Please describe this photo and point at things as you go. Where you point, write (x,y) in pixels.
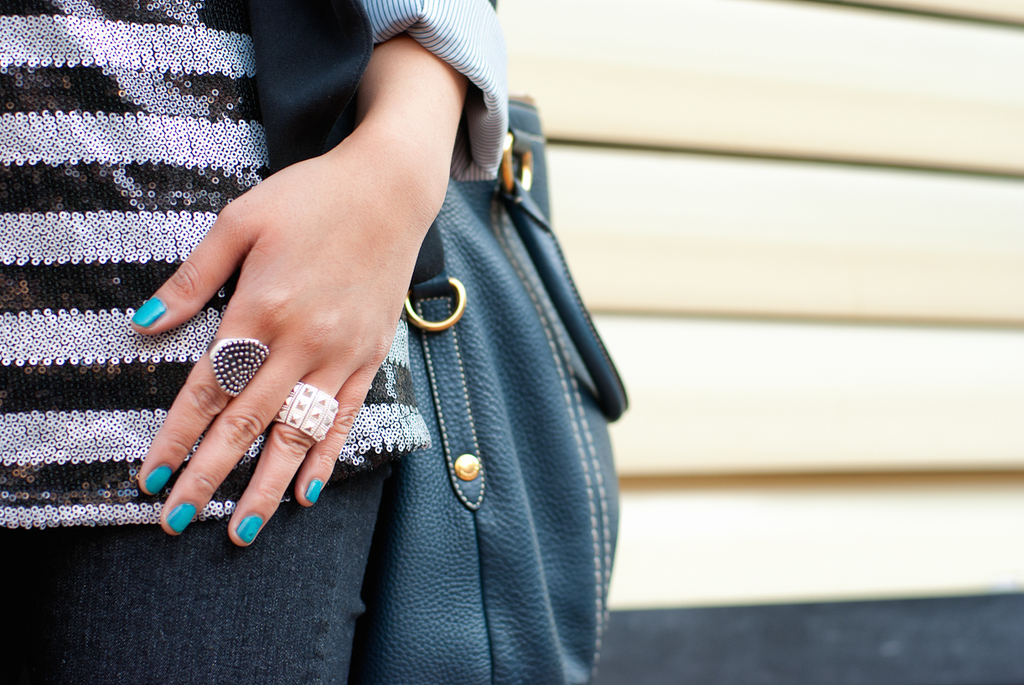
In this picture we can see a woman (430,189) wearing a handbag (495,353). We can see green colour nail paint (158,318) on her nails (146,309).
